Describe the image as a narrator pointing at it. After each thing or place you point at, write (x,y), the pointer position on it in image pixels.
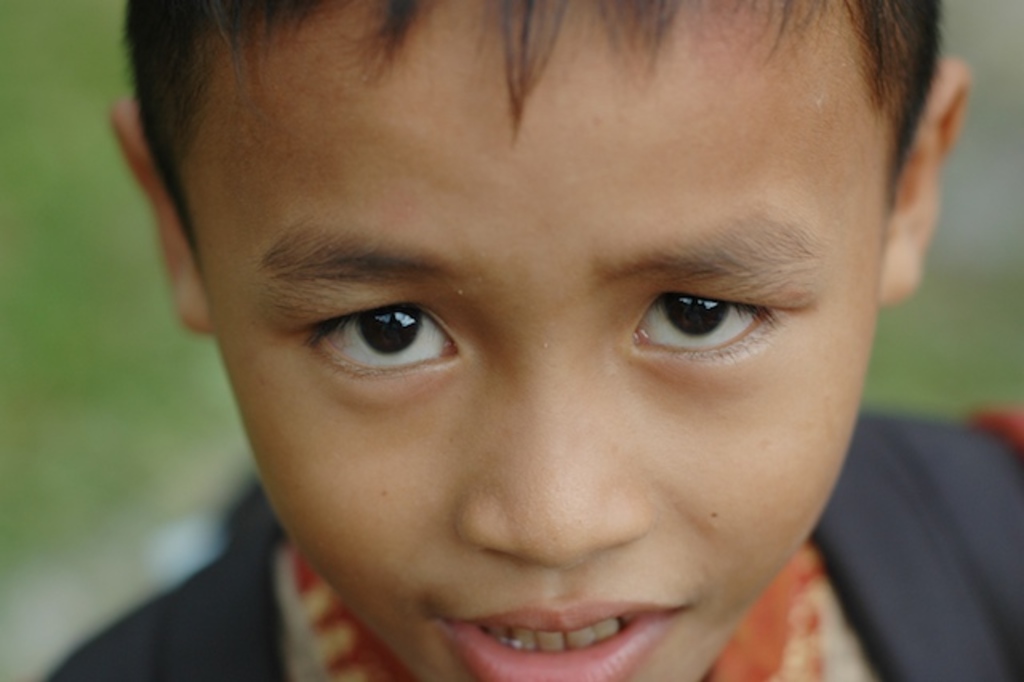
In this image we can see a boy (454,294) is standing, he is wearing a bag (248,545), the background (122,535) is blurry.
